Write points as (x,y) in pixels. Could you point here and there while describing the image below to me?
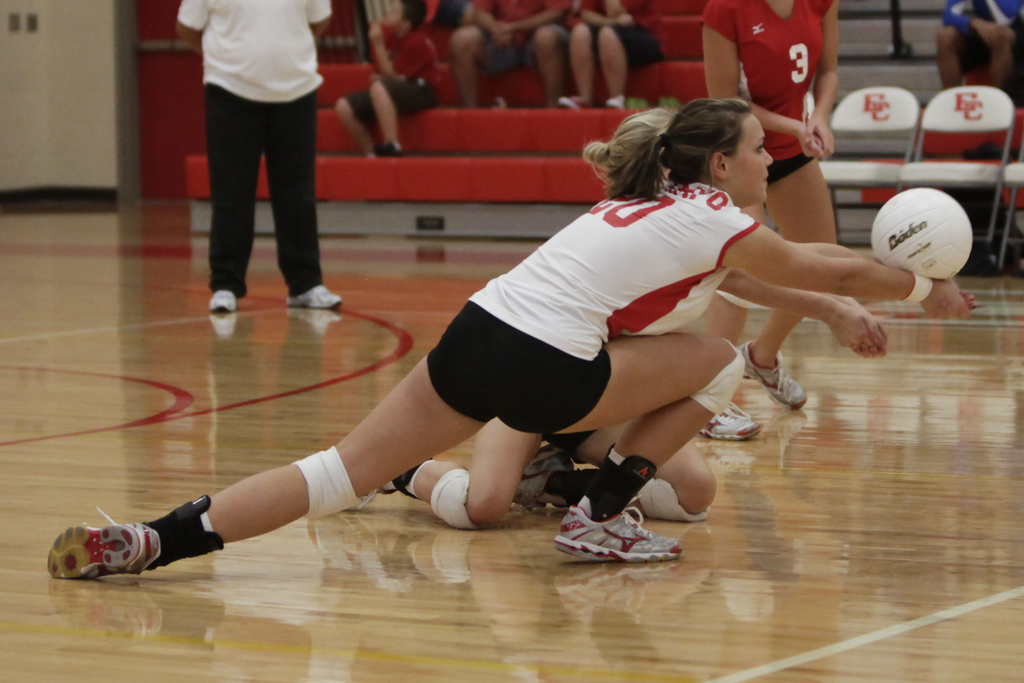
In this image we can see some people (422,448) on the floor (301,450). On the right side (876,216) we can see a ball (890,208). On the backside (97,157) we can see a wall (88,146), some chairs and a group of people (476,60) sitting on a staircase (502,152).
